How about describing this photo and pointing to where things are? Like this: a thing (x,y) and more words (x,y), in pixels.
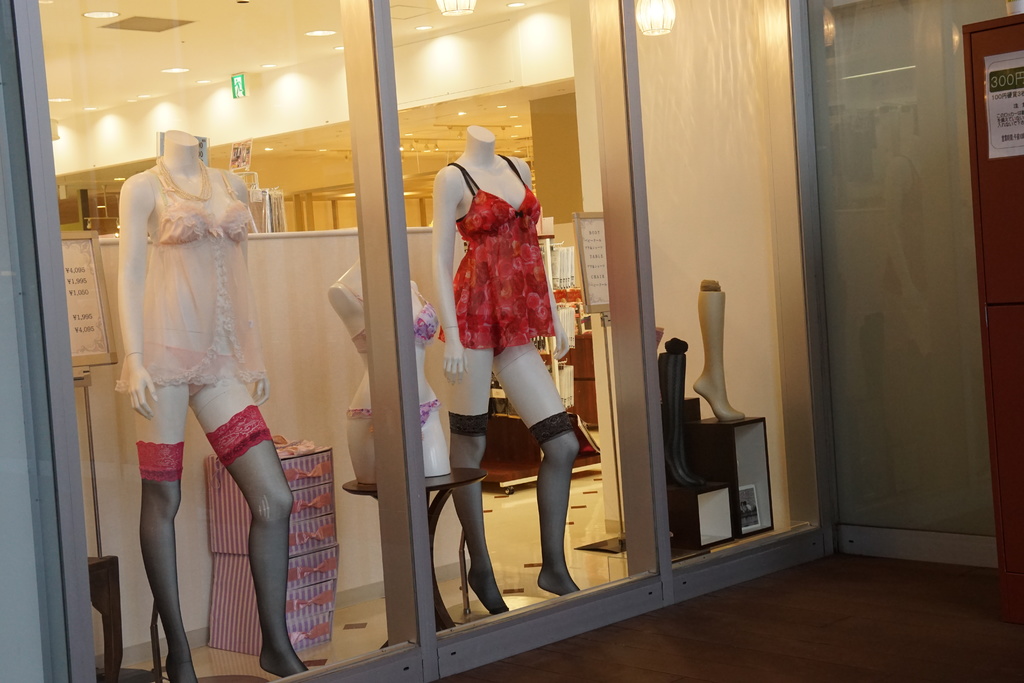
On the right side of the image (997,310) there is a poster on the closed door (983,310). There are glass doors (23,255) through which we can see mannequins (131,213) with clothes (234,343), display boards (76,290) with some text (82,309), photo frames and some objects (310,600). Behind the mannequins (353,287) there is a partition (331,378) and a few other objects (331,593). On top of the image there are lights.
